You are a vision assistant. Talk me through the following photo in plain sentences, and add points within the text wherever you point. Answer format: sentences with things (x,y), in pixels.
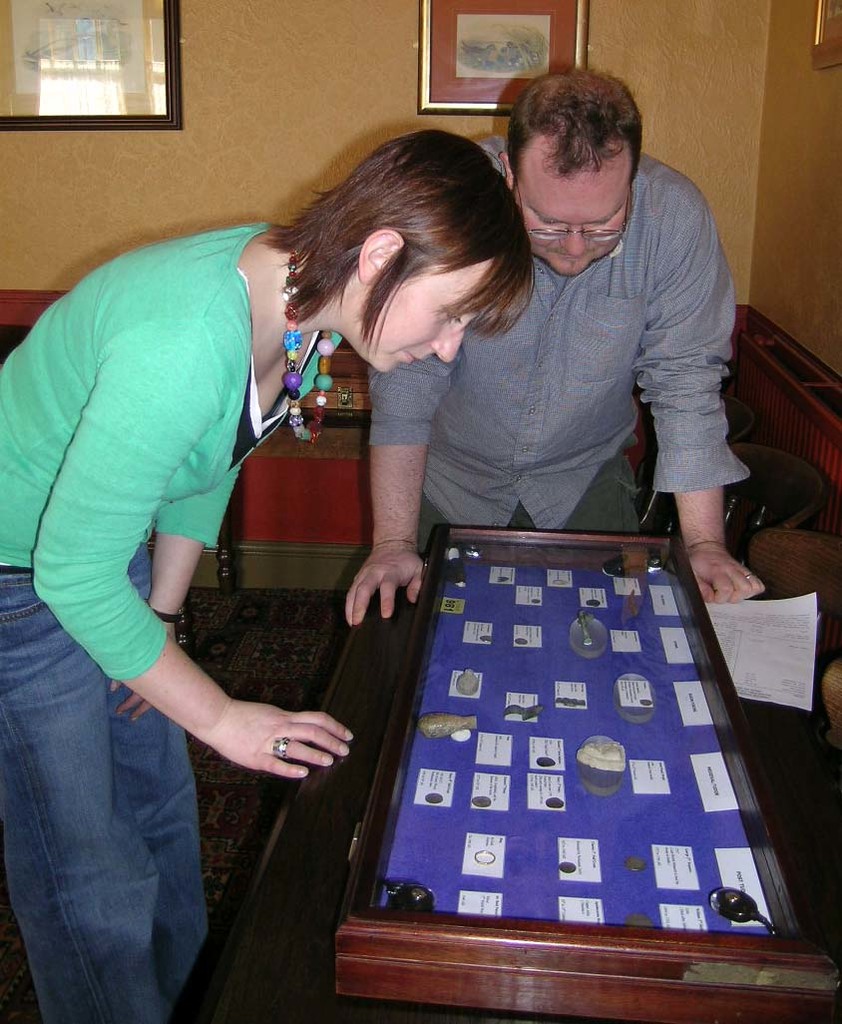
In this image I can see two people (388,381). Among them one person (144,474) is wearing the green color dress (167,450) and another one is with grey color. In front of them there is a box (555,731) with blue color. Inside box (596,807) there are papers (545,792) attached. In the background (374,7) there are frames (123,116) attached to the wall (754,207).
